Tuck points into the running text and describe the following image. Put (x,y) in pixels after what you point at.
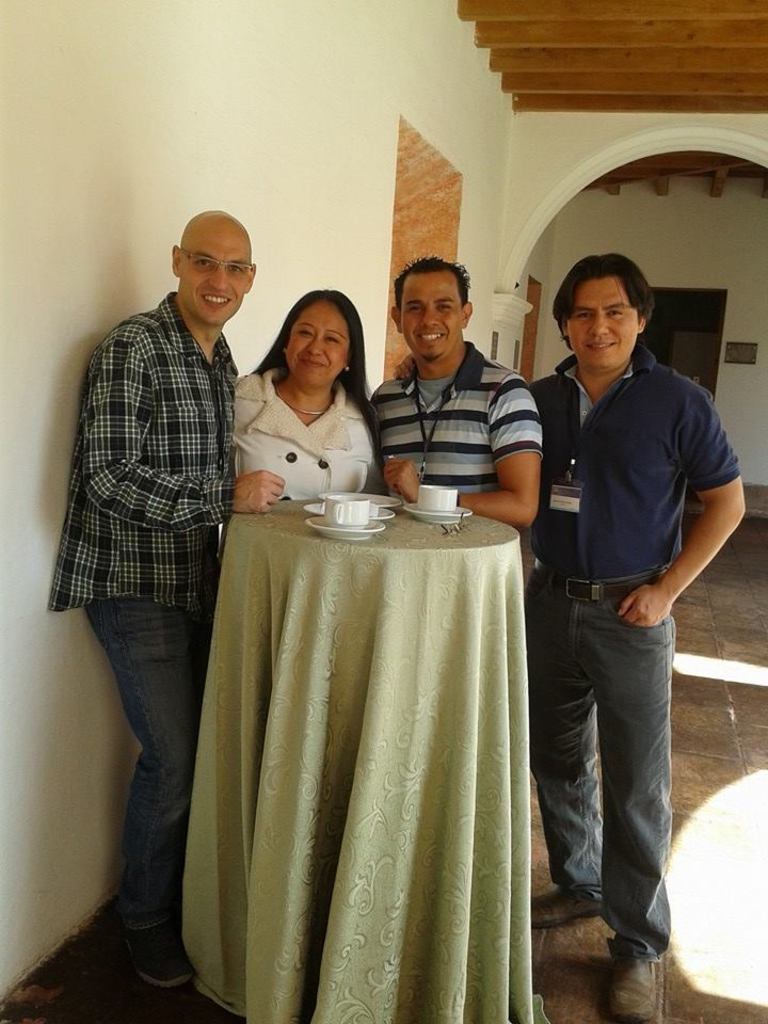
There are four persons (428,403) standing and there is a table (429,589) in front of them which has cups (444,504) and some other objects (331,524) on it and the color of the wall (307,124) is white in color.
